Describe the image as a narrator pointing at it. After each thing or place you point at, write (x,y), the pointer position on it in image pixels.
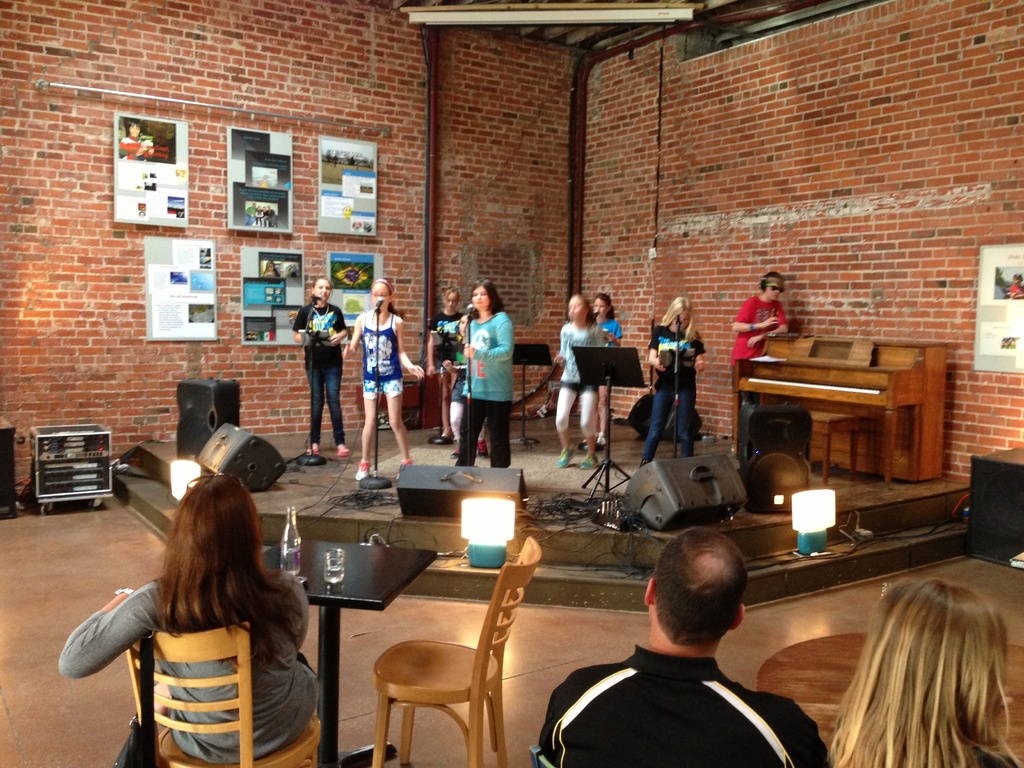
As we can see in the image there are people (275,651) who are sitting on the chairs (240,668) and in front of them there are table (363,564) on which there is a glass (334,558) and bottle (291,539) in front of them there is a stage (633,438) on which girls (571,360) are performing and the man (780,326) who is standing he is wearing headphones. Behind them there is a wall (461,149) which is of red bricks (487,164) and on the wall (220,190) there are photo frames (192,304) kept. On the stage (531,503) there are speakers (243,455), lights (504,511), wires (582,507) and mike (470,313), mike stand (469,341) and a piano (832,363).
